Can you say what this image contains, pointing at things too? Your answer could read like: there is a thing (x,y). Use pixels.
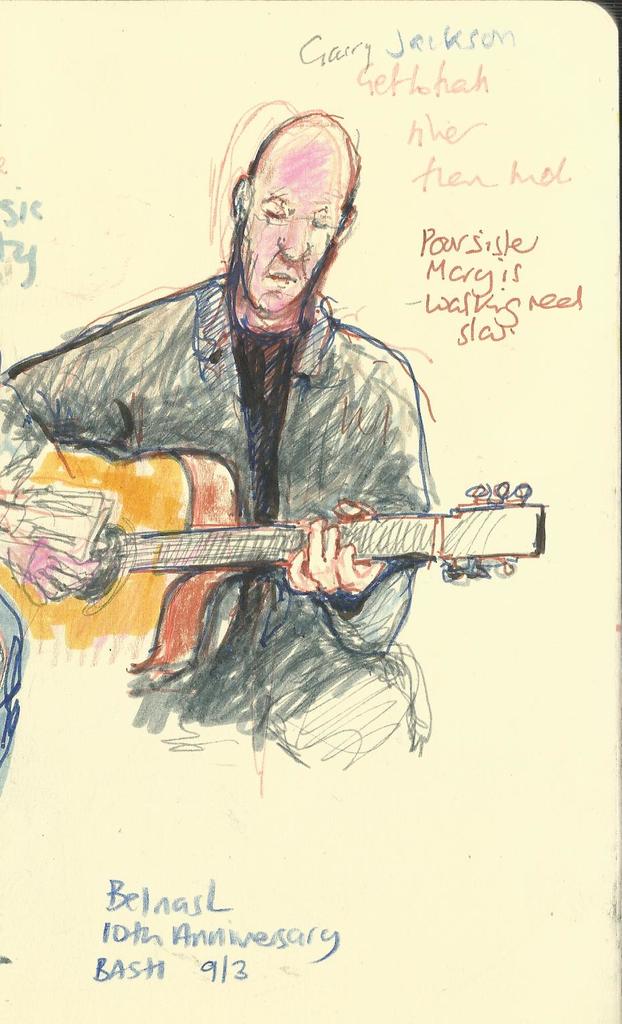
This is a painting and in this picture we can see a person (385,677), he is holding a guitar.
